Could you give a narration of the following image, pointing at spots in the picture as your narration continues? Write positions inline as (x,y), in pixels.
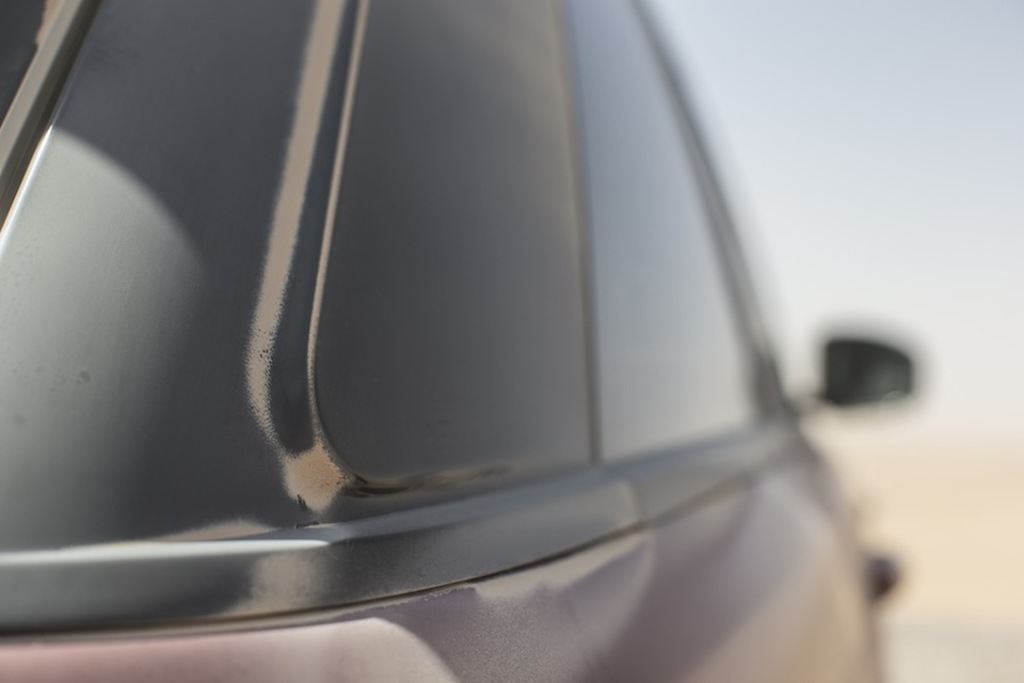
In the image there is a window (488,416) of a car (562,354) and the background of the window (504,358) is blurry.
